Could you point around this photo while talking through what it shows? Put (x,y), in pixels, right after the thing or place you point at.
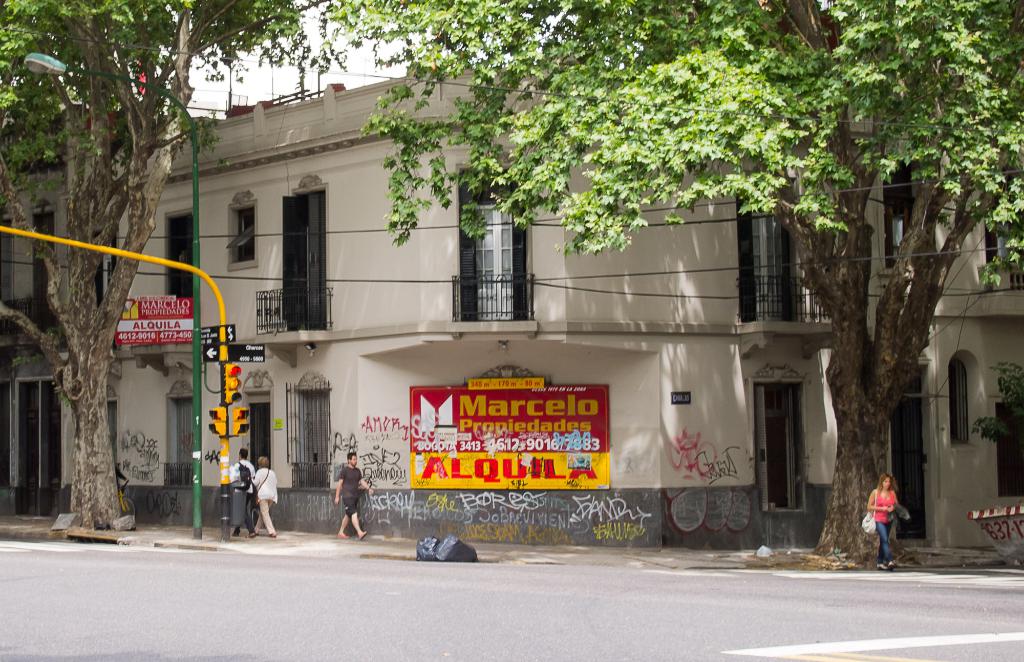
In this picture we can see group of people (874,512), few trees (146,27), traffic lights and poles (194,331), and also we can see few hoardings (175,301) on the building (432,302).
